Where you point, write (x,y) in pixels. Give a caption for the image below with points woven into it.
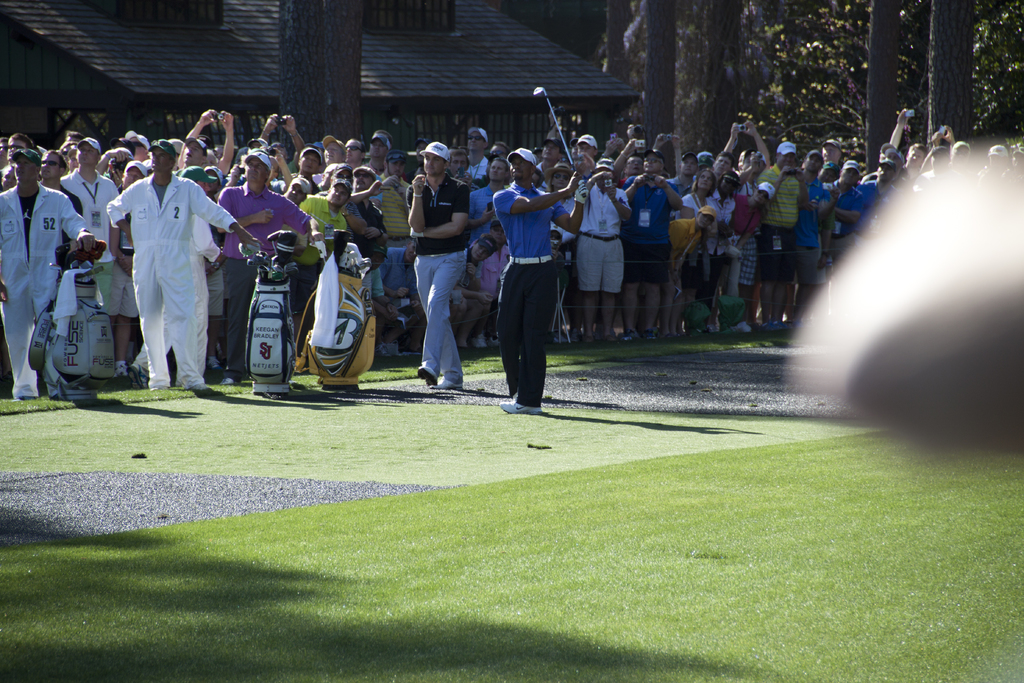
In this image I can see a person (562,197) standing in the center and holding a golf bat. Many people (602,215) are present and there is a building (490,67) and trees (297,76) at the back (915,90).
